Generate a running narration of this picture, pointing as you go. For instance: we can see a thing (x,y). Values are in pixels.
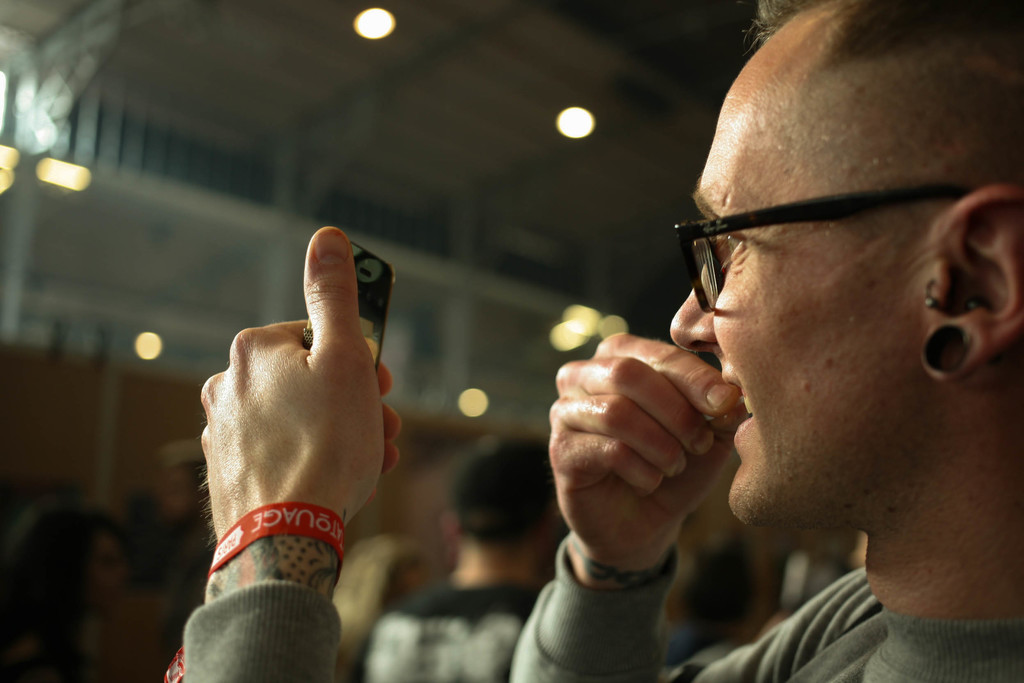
In the image there is a person (793,241) on right side (831,521) holding cell phone (367,315) and there are lights (381,35) over the ceiling (537,147), beside him there are some persons (470,643) visible, this is clicked inside a building (193,189).
